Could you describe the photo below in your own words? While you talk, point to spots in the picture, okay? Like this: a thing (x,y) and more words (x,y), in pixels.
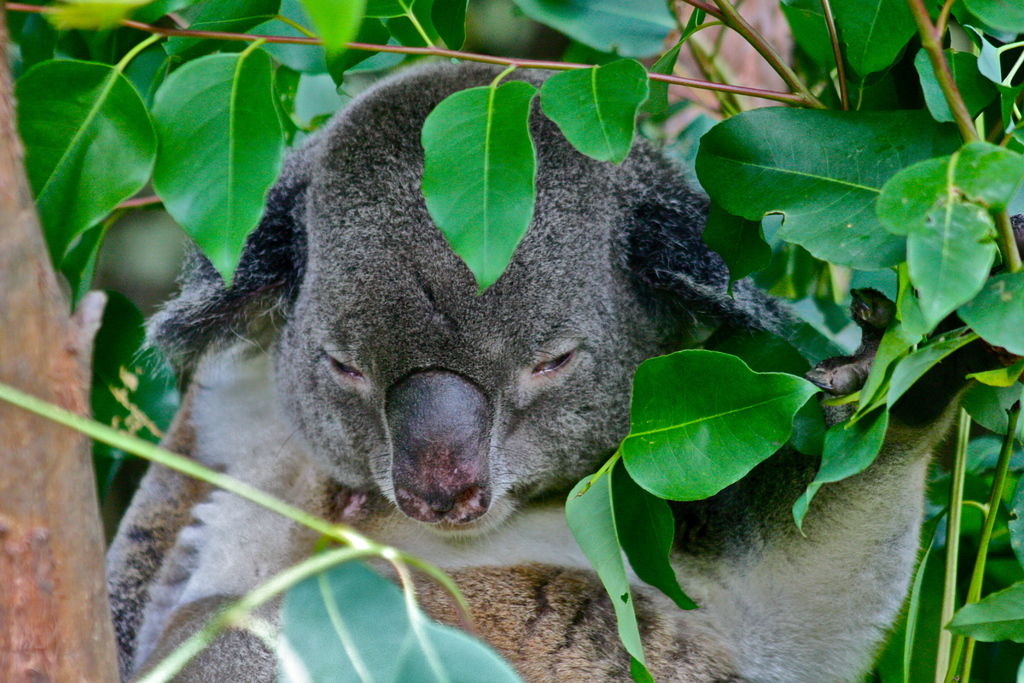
In this image there is a koala (378,298) on a tree (47,540), there are leaves (243,201) around the koala (481,359).
